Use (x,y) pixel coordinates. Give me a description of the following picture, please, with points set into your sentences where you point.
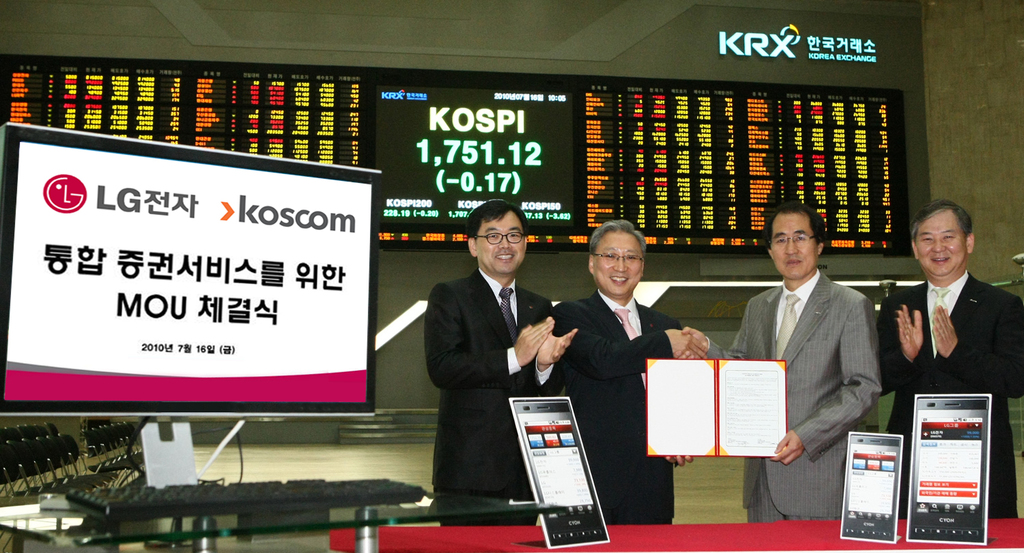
In this image there are persons (837,306) standing, there is a person (759,353) holding an object (723,390), there is table (379,539) truncated towards the bottom of the image (385,533), there are objects (849,467) on the table (307,521), there is a keyboard (260,504) on the table (320,510), there is a monitor (207,294), there are objects (43,453) truncated towards the left of the image (55,443), there are screens (570,130), there is text (434,122) and numbers (531,159) on the screen (613,157), there is wall (988,110) truncated towards the right of the image (976,105), there is wall (186,23) truncated towards the top of the image (379,24).
